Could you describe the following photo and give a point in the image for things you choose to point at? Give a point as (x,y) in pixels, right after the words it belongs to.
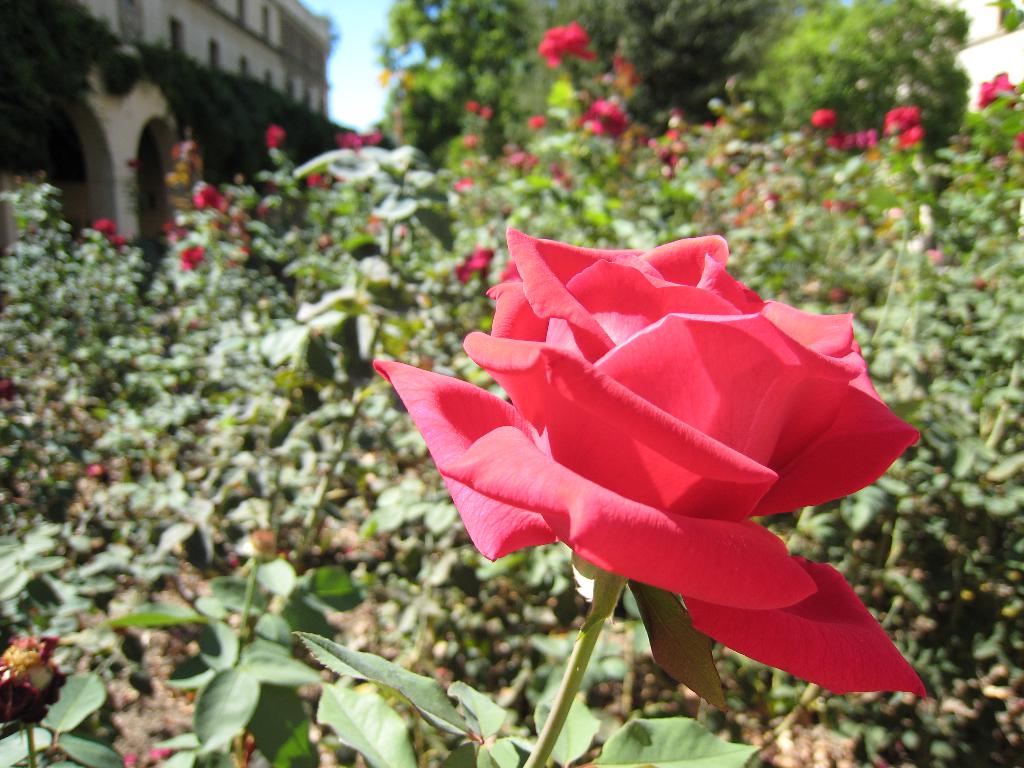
In this picture we can see rose flowers (717,541), plants (422,211), trees (783,31), building (176,47) and in the background (347,34) we can see the sky (351,25).
